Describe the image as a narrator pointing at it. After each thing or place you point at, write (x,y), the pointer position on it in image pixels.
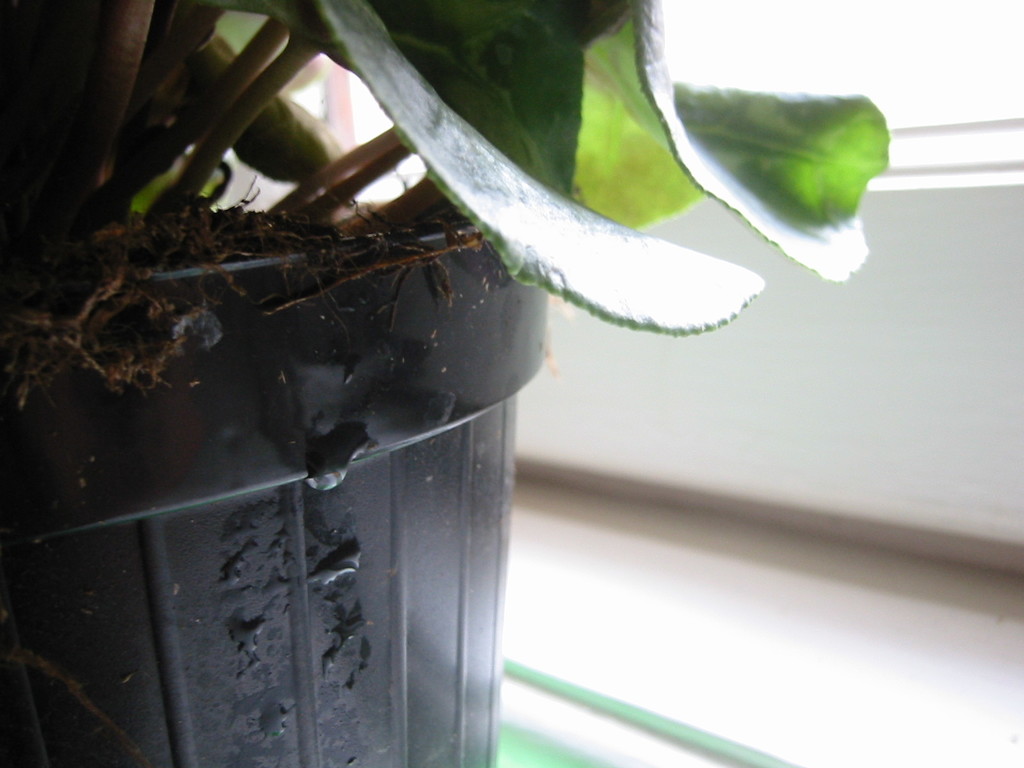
In this image we can see a plant (520,119) with leaves (445,162) is placed in a pot (417,611) kept on the surface (715,662).
